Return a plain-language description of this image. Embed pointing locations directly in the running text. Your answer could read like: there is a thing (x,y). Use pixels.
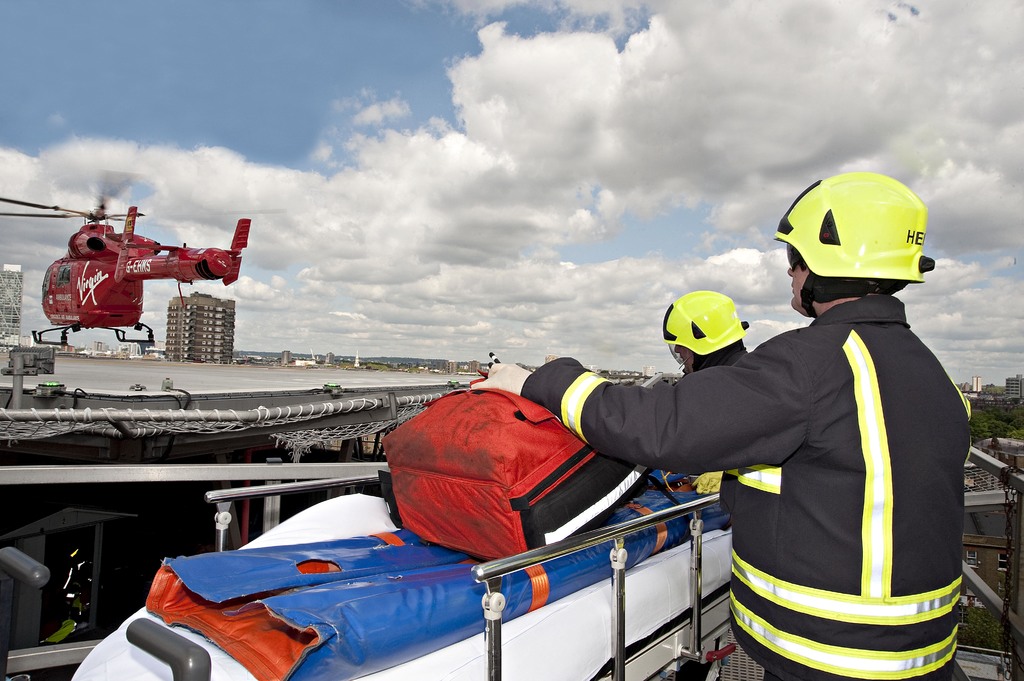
In this image there are few buildings (203,298) in which there are two persons (757,462) wearing helmets (739,330) and standing one of the buildings (986,391), in front of them there is a bed (698,534), on the bed (281,536) there is a bag (442,508) and a cloth (315,566), there is a helicopter (134,298), few trees (979,418) and some clouds (979,361) in the sky (472,217).
